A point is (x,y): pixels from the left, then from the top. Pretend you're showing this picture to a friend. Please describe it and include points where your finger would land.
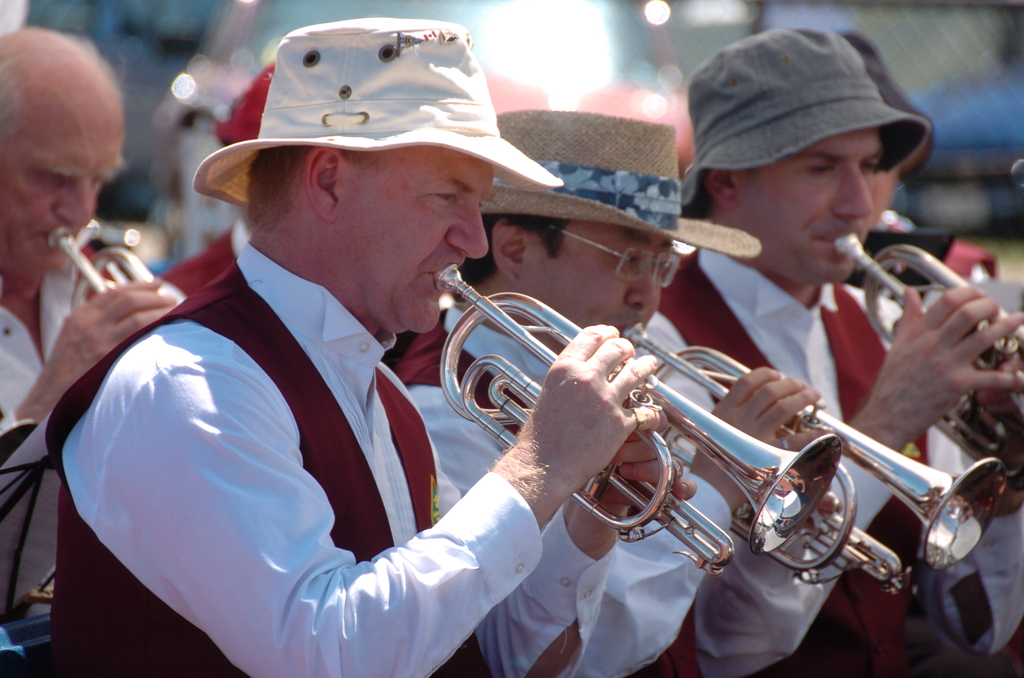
In this image I can see the group of people (216,350) holding the trumpet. These people (273,402) are wearing the white and maroon color dresses (278,453) and few people (308,207) with the hats (349,144). And there is a blurred background (615,71).
